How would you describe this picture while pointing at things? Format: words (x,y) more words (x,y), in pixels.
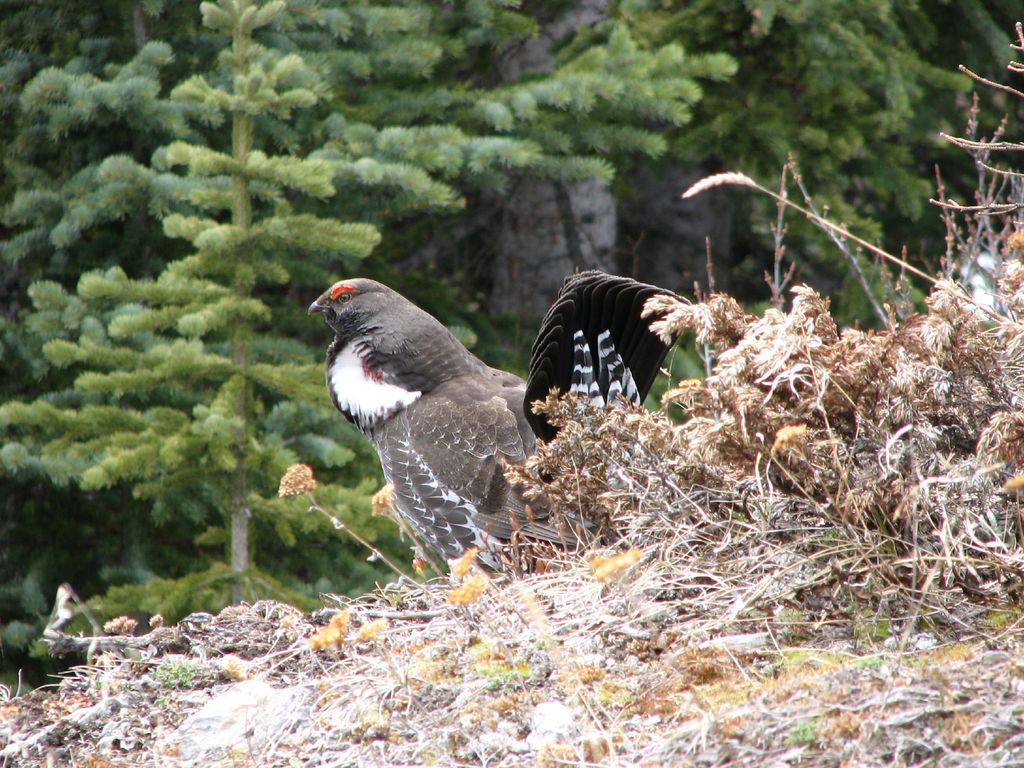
In the foreground (584,542) I can see a bird (512,503) on grass (578,612). In the background (583,257) I can see trees (572,265). This image is taken may be during a day.
